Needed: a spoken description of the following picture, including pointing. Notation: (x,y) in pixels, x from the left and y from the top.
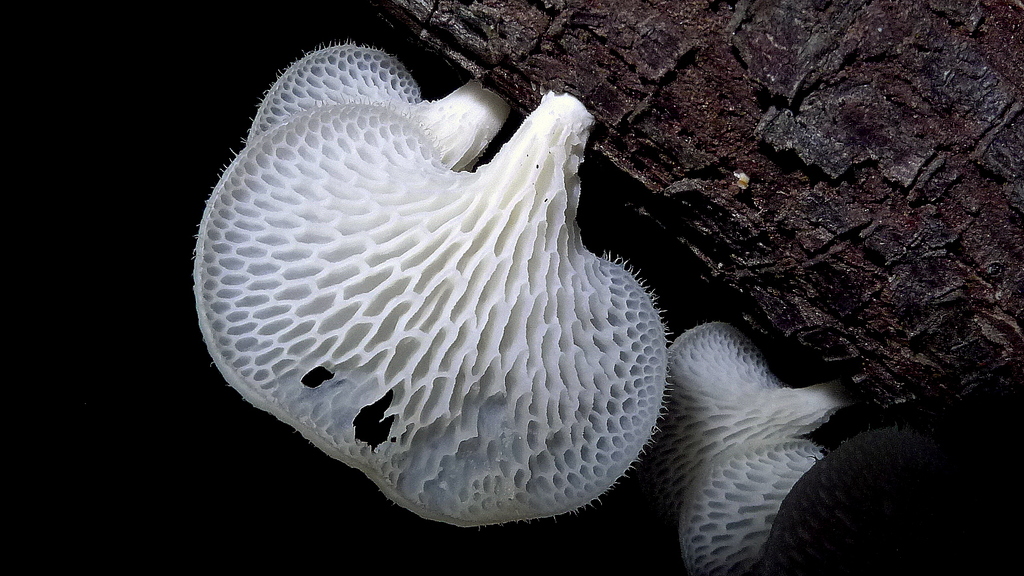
In this image, we can see mushrooms (391,137) to a tree trunk (567,79).
